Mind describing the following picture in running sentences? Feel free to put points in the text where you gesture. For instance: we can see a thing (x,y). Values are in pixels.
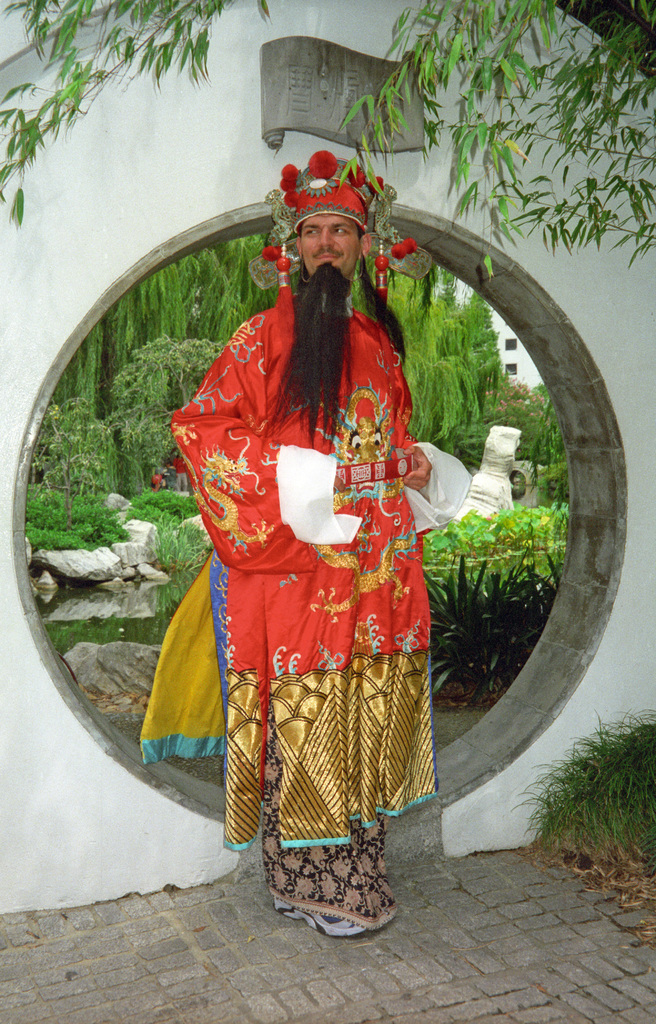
In the image we can see a man (328,639) standing, wearing clothes (262,501), shoes (329,923) and crown (334,187). Here we can see footpath (469,937), grass (570,809) and leaves (599,66). There is a wall (504,111) and on the wall (259,206) we can see a hole (210,323). From the hole (166,506) we can see water (144,596), stones (145,525) and trees (141,344).
